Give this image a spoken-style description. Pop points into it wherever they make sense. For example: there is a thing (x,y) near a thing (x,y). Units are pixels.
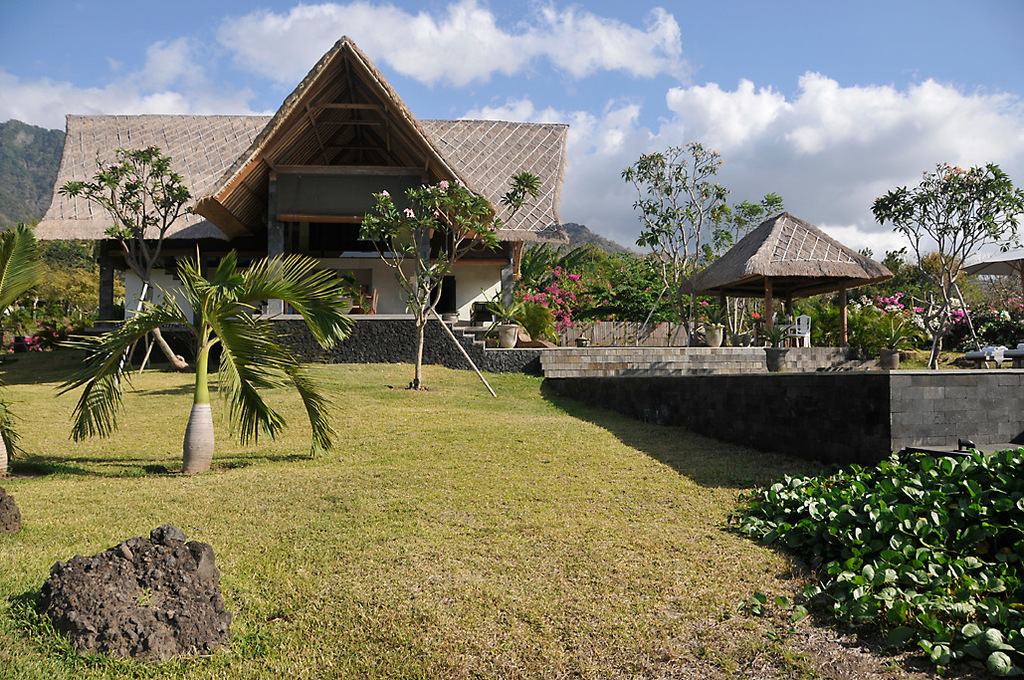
In this picture, there is a wooden house (337,249) at the top left (335,136). Before there is a garden (189,433) with grass (294,426), plants (927,537), trees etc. Towards the right (744,266) there is a wooden shed (787,220), under it, there are chairs (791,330) and tables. On the top (551,75), there is a sky (804,45) with clouds (837,153).
